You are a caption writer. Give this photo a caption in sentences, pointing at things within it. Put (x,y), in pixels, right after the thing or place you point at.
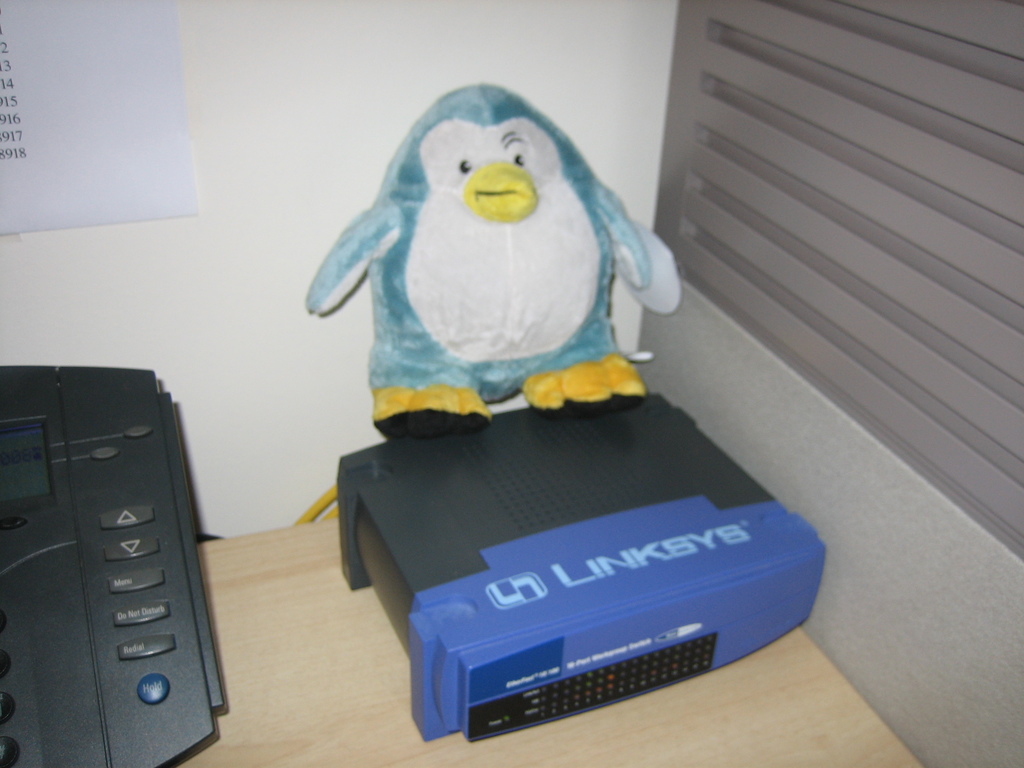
In this image in front (283,747) there is a table (821,678) and on top of the table (298,618) there is a landline phone (171,641). There is a depiction of a penguin (515,349) and there is an object (484,612). Behind the table (312,548) there is a paper (103,126) attached to the wall (158,264).
